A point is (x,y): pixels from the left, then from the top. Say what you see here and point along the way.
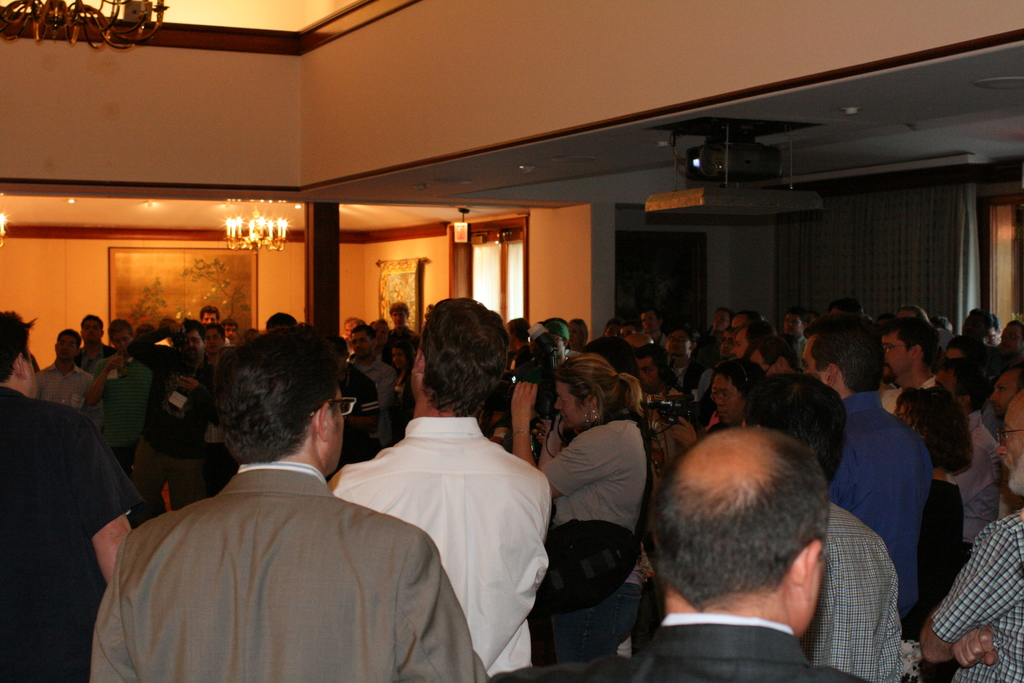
In this image I can see number of persons (363,463) are standing on the ground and I can see few of them are holding cameras (657,398) in their hands (519,416). In the background (231,286) I can see a photo frame (213,289) attached to the wall (347,247), few candles (252,220), a projector (717,176), the curtain (827,250) and few other objects (155,27).
